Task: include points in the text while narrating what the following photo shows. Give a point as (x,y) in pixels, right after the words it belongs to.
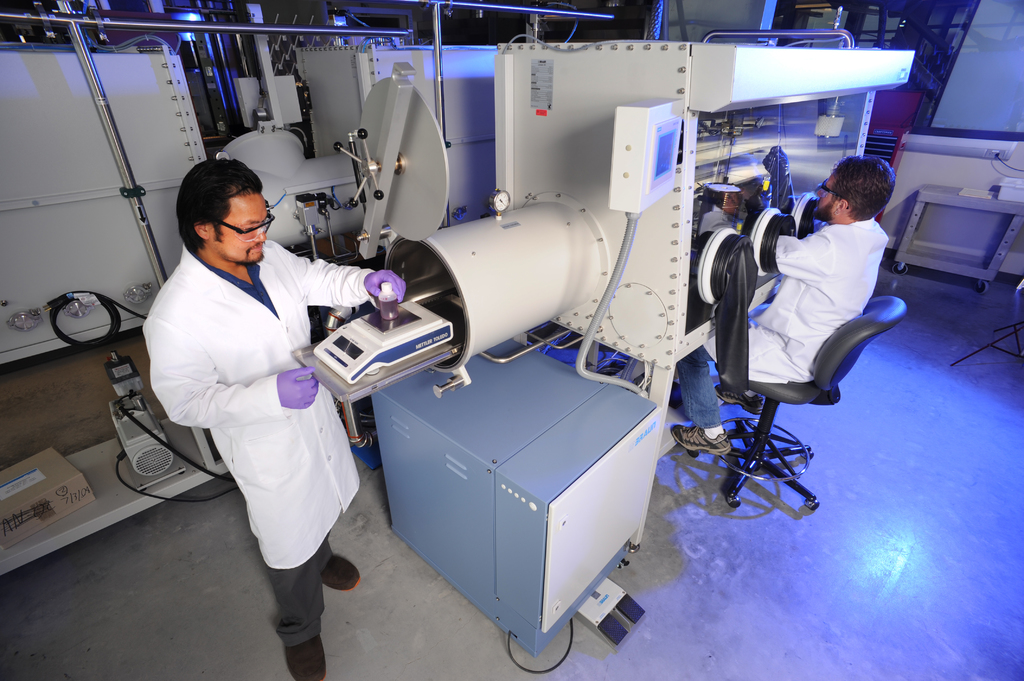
This image is taken indoors. At the bottom of the image (163,605) there is a floor (898,433). In the middle of the image (480,236) there are a few machines (163,141). On the right side of the image (836,253) there is a table (929,254) and a man (838,271) is sitting on the chair (772,397). On the left side of the image (207,266) a man (237,373) is standing on the floor (222,504) and he is holding a bottle (387,284) in his hand (399,290).
